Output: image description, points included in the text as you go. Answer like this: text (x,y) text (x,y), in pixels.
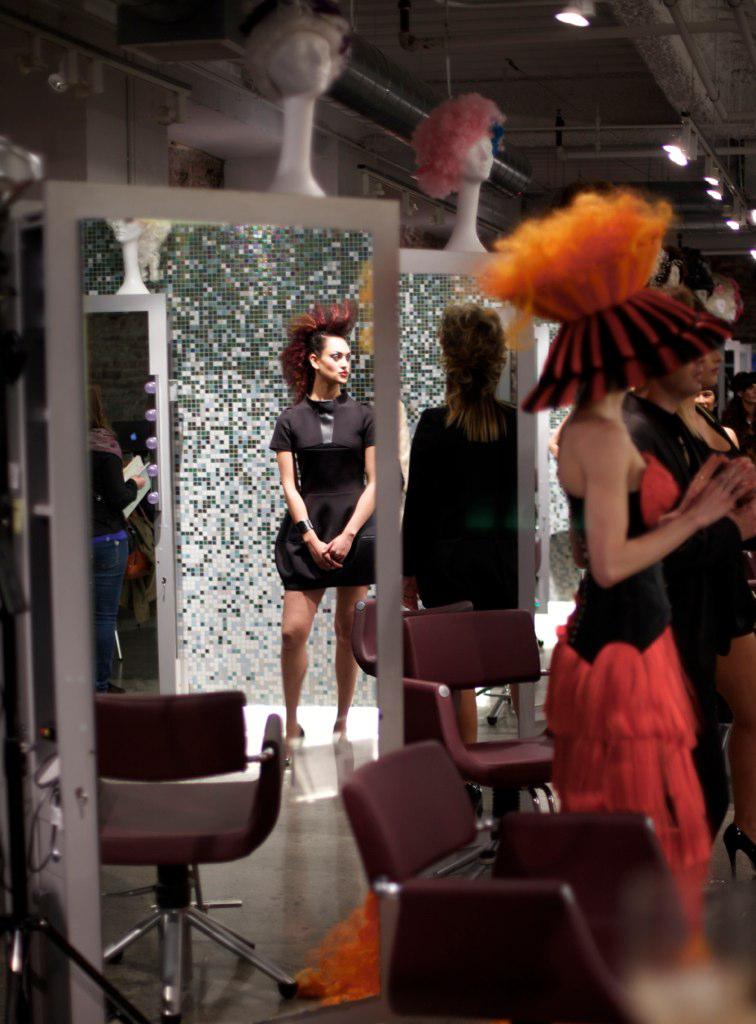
In this picture I can observe women (620,465) on the right side (606,616). There is a woman (640,570) wearing black and red color dress (594,737). I can observe brown color chairs (420,840). On the top of the picture (305,32) there are wigs (443,140).
